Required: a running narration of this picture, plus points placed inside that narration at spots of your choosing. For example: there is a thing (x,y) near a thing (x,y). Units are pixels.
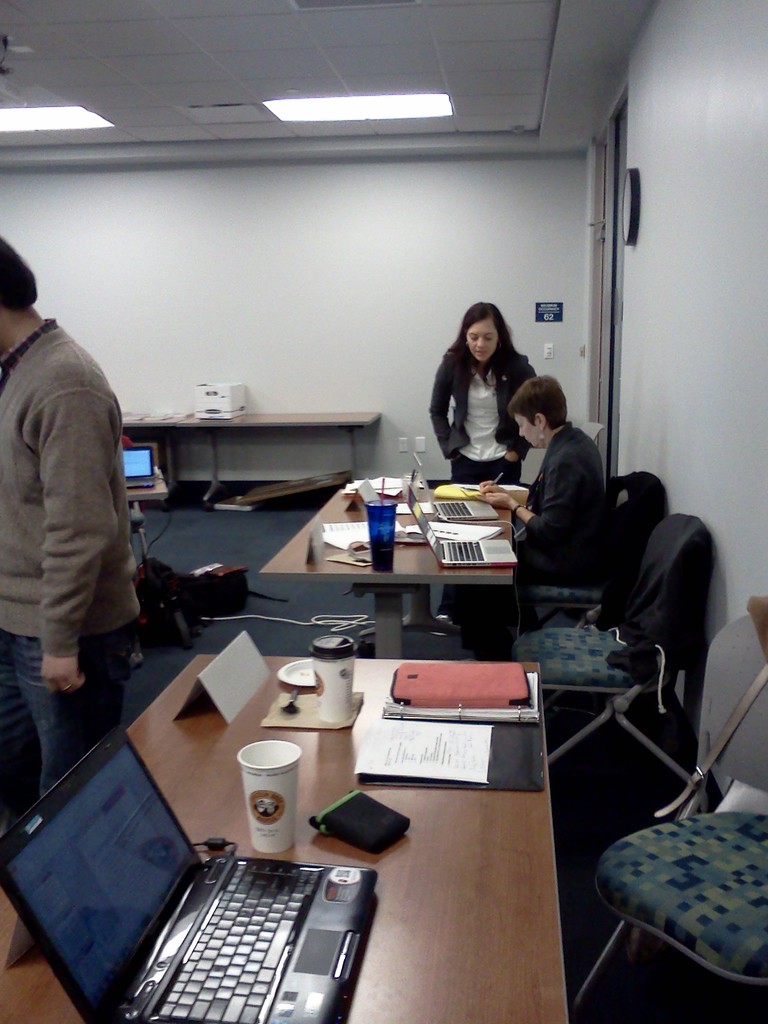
In this image there is a woman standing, another woman (599,458) sitting in chair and writing in a paper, and on table (423,596) there are glasses (331,671), papers (454,743), books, laptops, and at the back ground (12,192) there is another person (30,556) standing at the left side (16,670) corner, wall (197,280), lights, door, frame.
